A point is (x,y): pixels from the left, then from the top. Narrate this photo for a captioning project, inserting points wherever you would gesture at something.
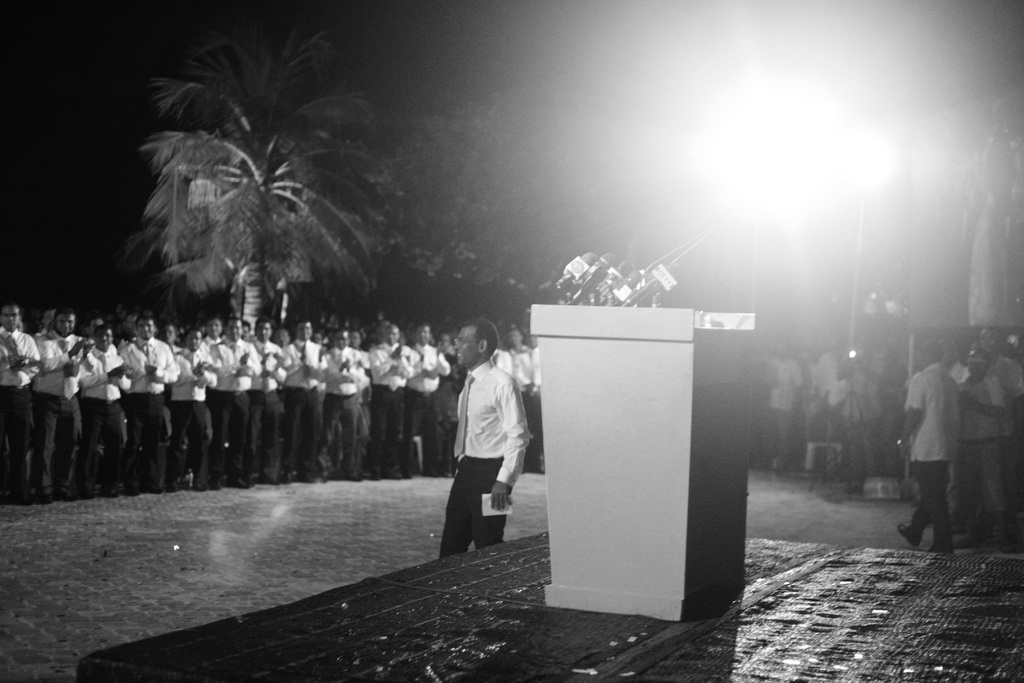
Here we can see a podium (616,395) with microphones (586,301) on the stage (666,639). In the middle (470,442), we can see a person (488,398) is smiling and holding an object (494,505). On the right side (941,505), we can see a person (928,492) is walking on the platform (546,680). Background (30,472) we can see a group of people (981,523) are standing and trees (291,227).
